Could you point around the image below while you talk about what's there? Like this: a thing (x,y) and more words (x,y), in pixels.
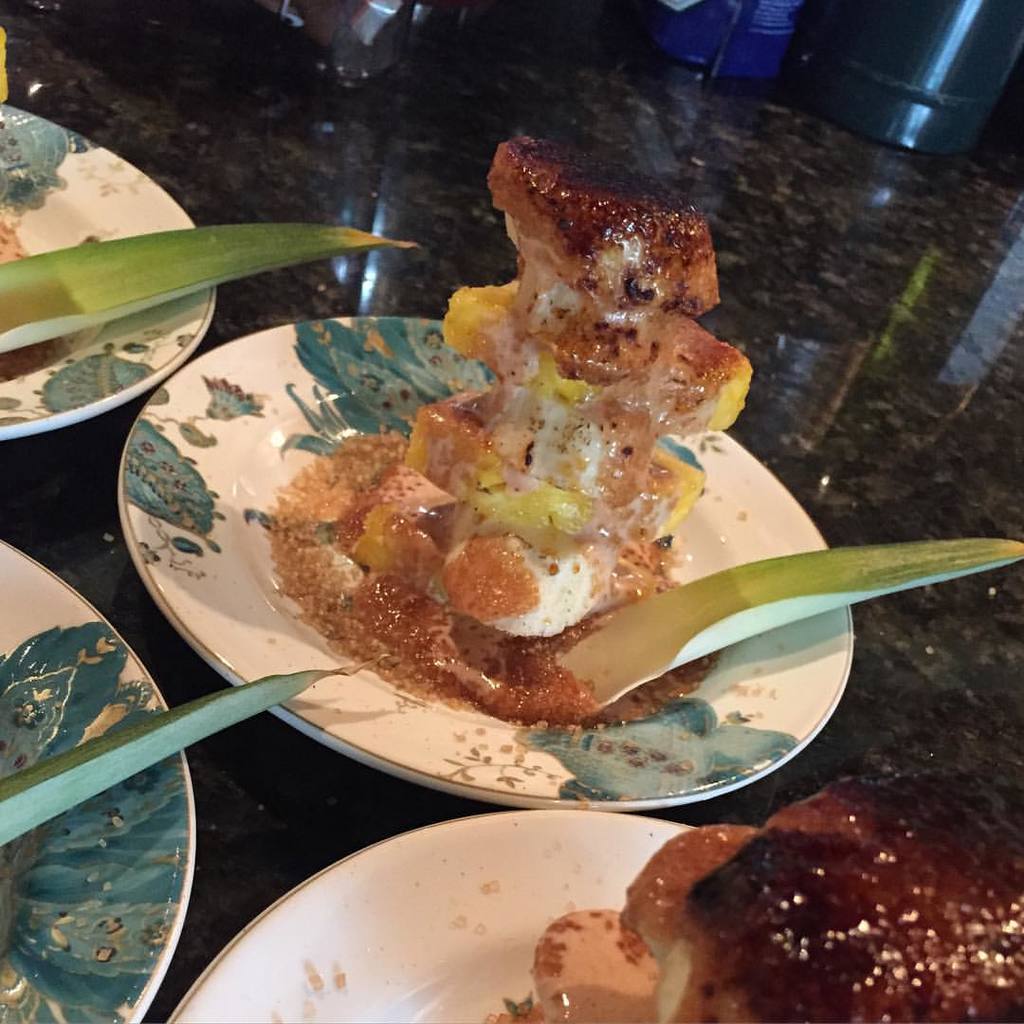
In this image we can see the plates (168,360) on the marble table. Here we can see the pastry (828,867) on the plate (311,921).
